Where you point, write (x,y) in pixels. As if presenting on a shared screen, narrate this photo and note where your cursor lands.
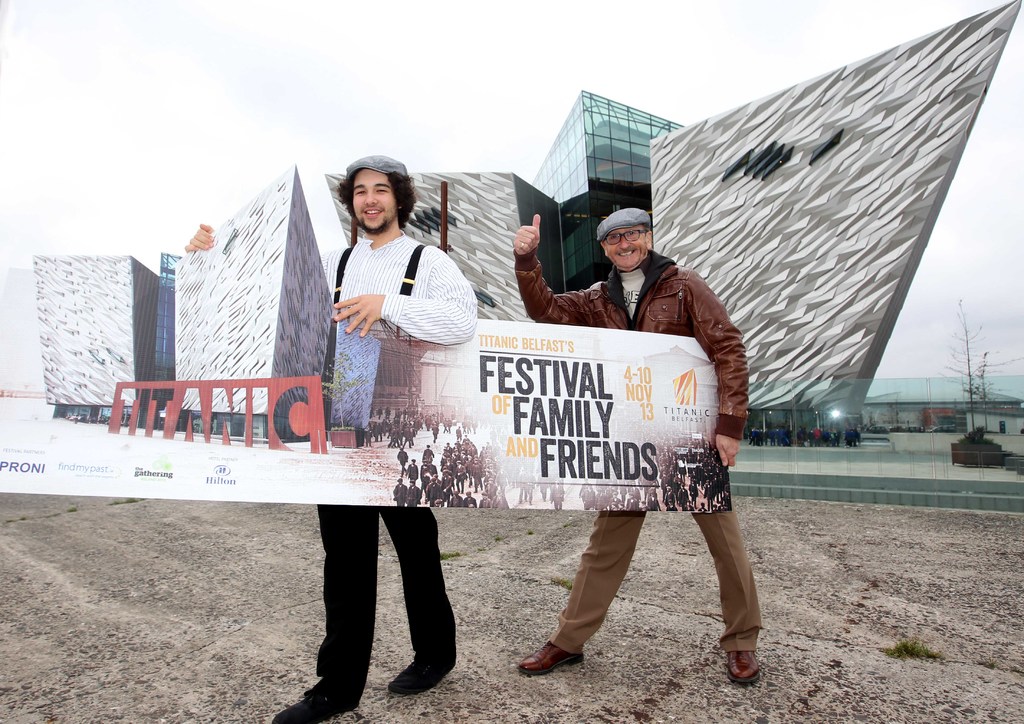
In the image there are two men (457,331), they are holding a board (321,348) in the hand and both of them are smiling and behind the man (411,184) there is a huge building (721,228).
